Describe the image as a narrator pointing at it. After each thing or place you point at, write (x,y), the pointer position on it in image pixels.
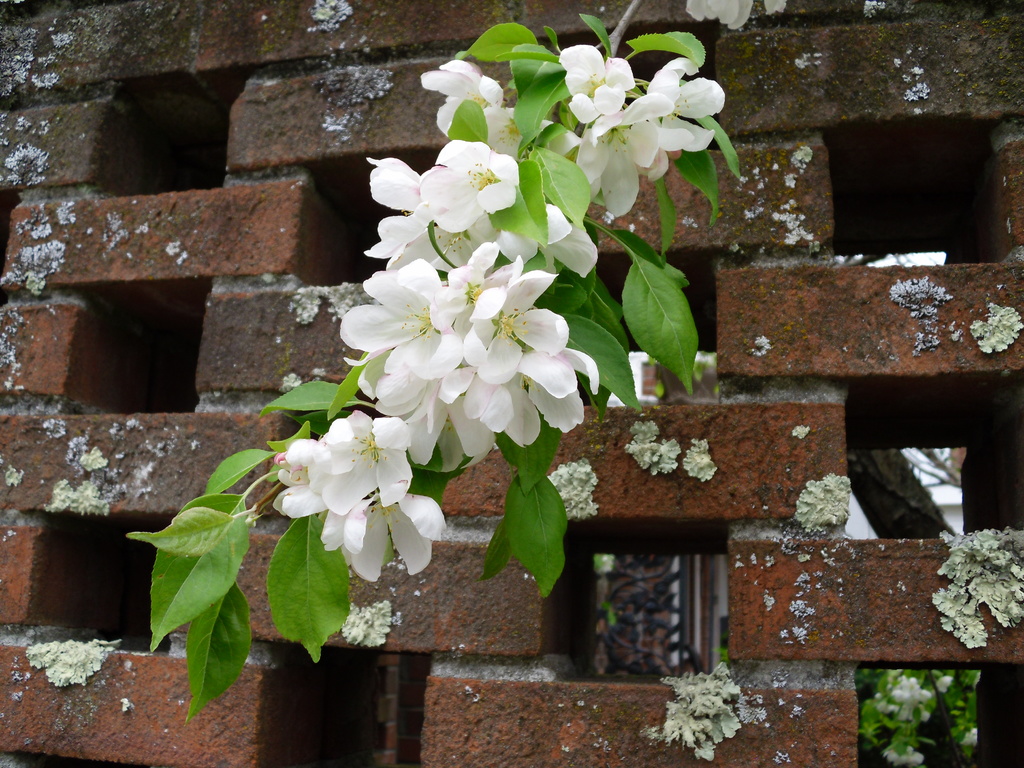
In this image we can see flowers (512,308) and leaves (551,130) to the stem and a wall (204,238) in the background (722,235).
